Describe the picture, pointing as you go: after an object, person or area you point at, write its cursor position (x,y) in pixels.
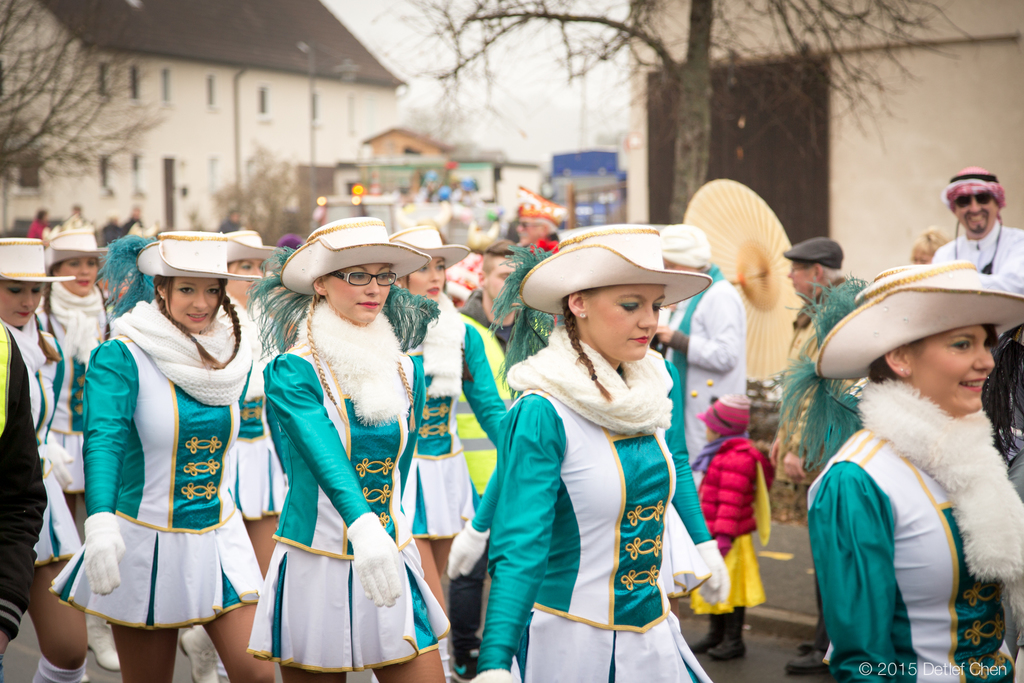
In this picture there is a woman (354,344) who is wearing spectacle (373,274), hat (338,250), green dress (343,455) and gloves (377,576). Here we can see group of women (923,493) who are wearing same dress (925,550) and walking on the road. On the right (982,236) there is a man (985,248) who is wearing white dress (1004,229) and goggles (961,202). He is smiling. In the background (642,139) we can see vehicles (598,169), trees (296,198) and buildings (230,139). Here we can see sky (526,102) and clouds (539,90).
